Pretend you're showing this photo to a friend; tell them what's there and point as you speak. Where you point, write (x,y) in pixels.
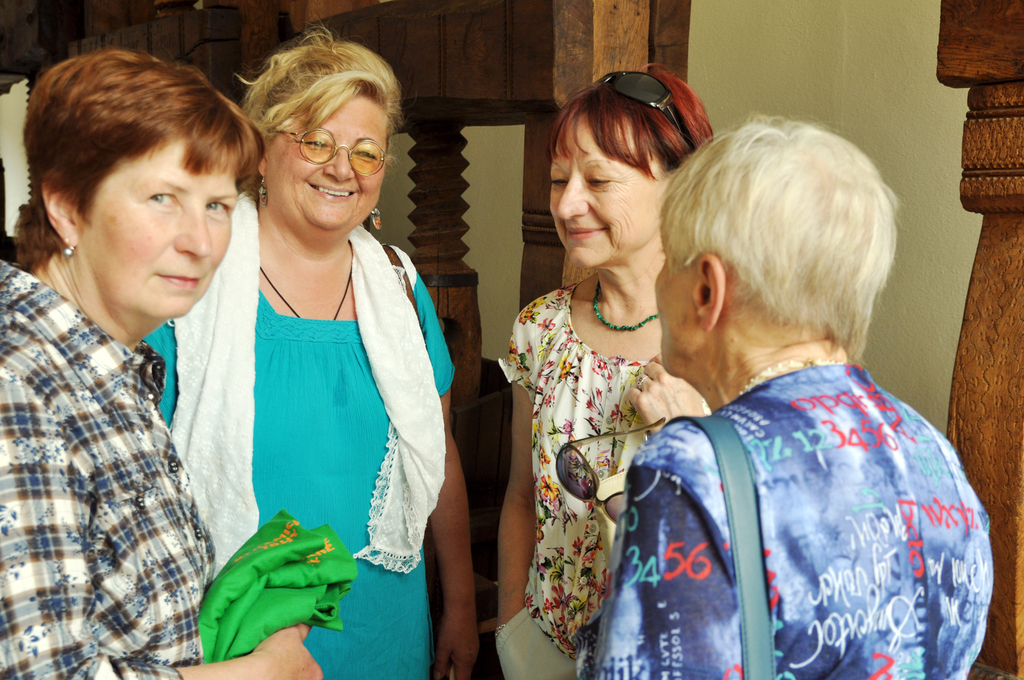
This image consists of 4 women (188,156). They are wearing different color dresses (31,409). They are standing.
